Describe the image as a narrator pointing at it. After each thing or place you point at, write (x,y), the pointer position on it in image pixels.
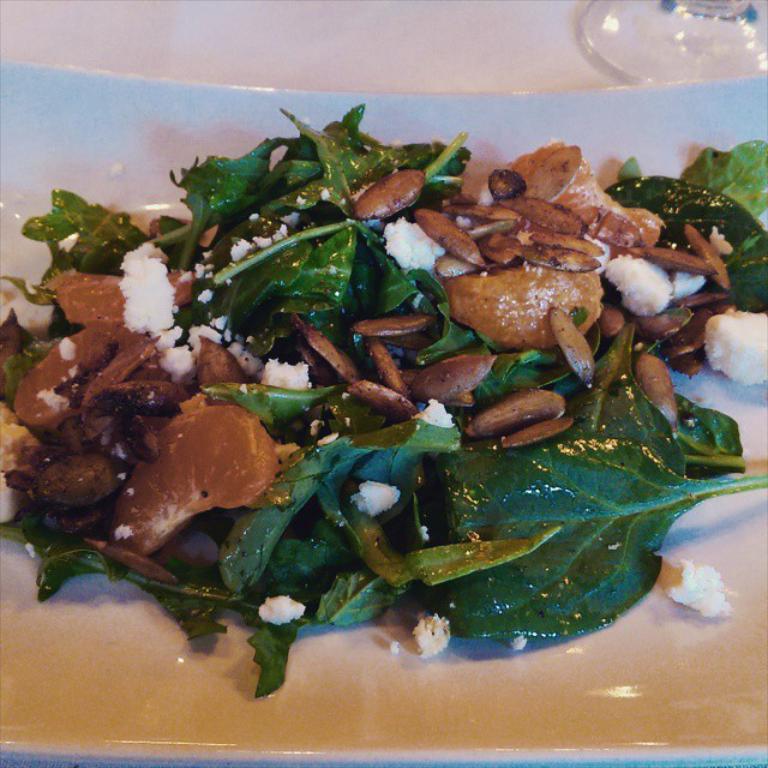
There are leaves (443,153), seeds (375,349) and other food items (767,336) on a white color plate (24,261). This plate (735,521) is placed on a table (316,40). And the background (216,39) is white in color.
